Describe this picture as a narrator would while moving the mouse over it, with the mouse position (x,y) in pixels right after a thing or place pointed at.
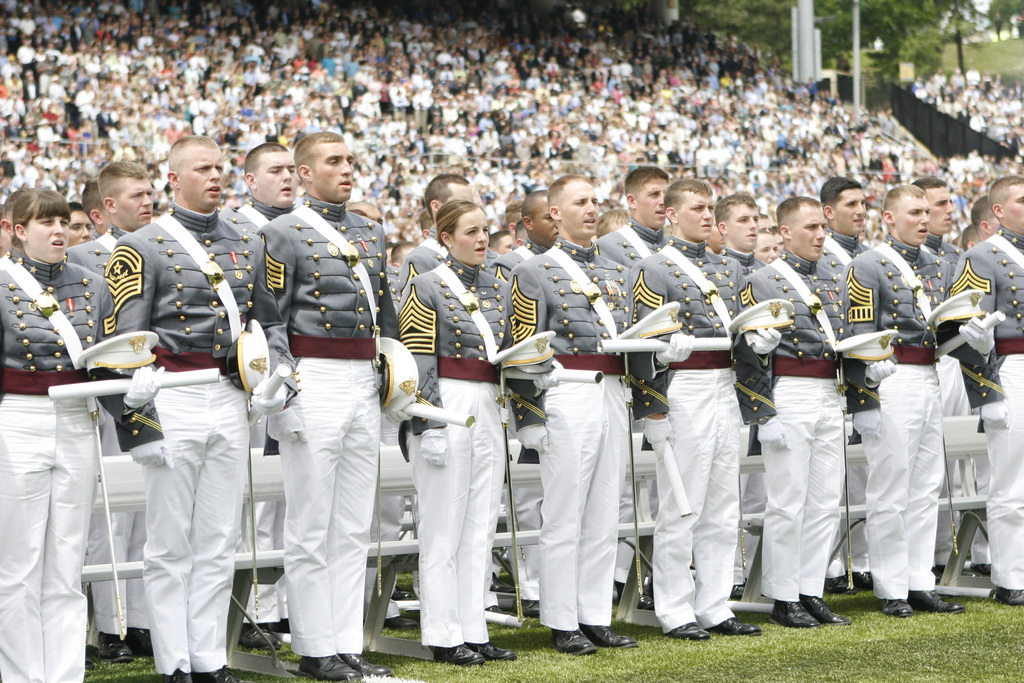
This image consists of few people (306,415) standing in the front (641,325) are wearing gray shirts (317,319) and white pants (41,492). In the background (694,79), we can see a huge crowd (663,79). At the bottom (889,665), there is green grass (588,666). In the middle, there are chairs (756,463) in white color. On the right (862,46), we can see many trees (913,58).
